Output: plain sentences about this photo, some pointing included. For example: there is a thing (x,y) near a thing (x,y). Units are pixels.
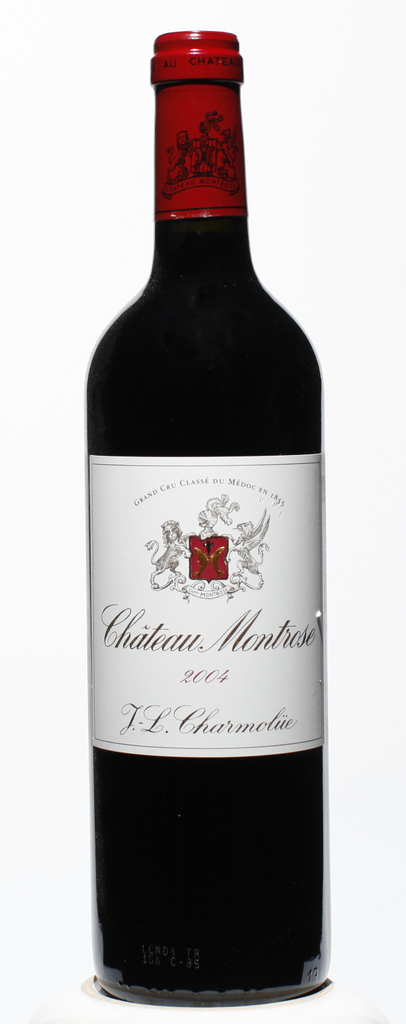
In the center of the image (152,569), we can see a wine bottle (223,626).
